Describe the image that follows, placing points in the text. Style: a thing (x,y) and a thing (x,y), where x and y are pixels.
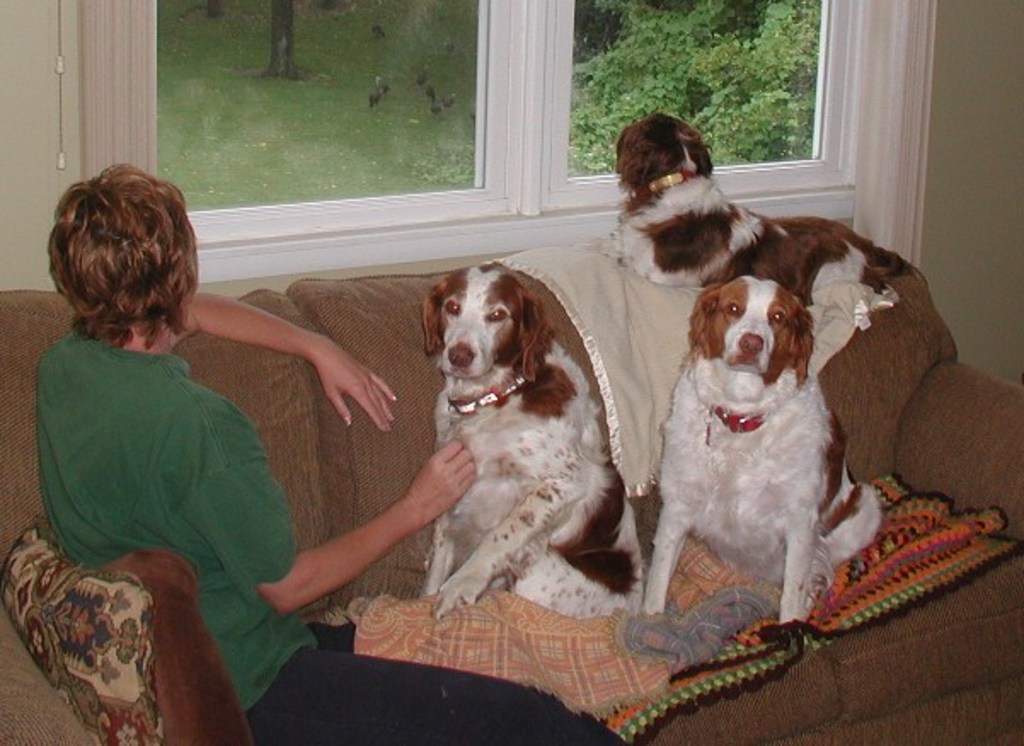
In this picture, the woman (184,448) in the green shirt (165,524) is sitting on the sofa (399,303). Beside her, we see three dogs (746,338) on the sofa (403,415). Behind her, we see a wall (65,138) and windows (488,178) from which we can see trees (588,75) and birds (438,105). This picture is clicked inside the room (801,522).
